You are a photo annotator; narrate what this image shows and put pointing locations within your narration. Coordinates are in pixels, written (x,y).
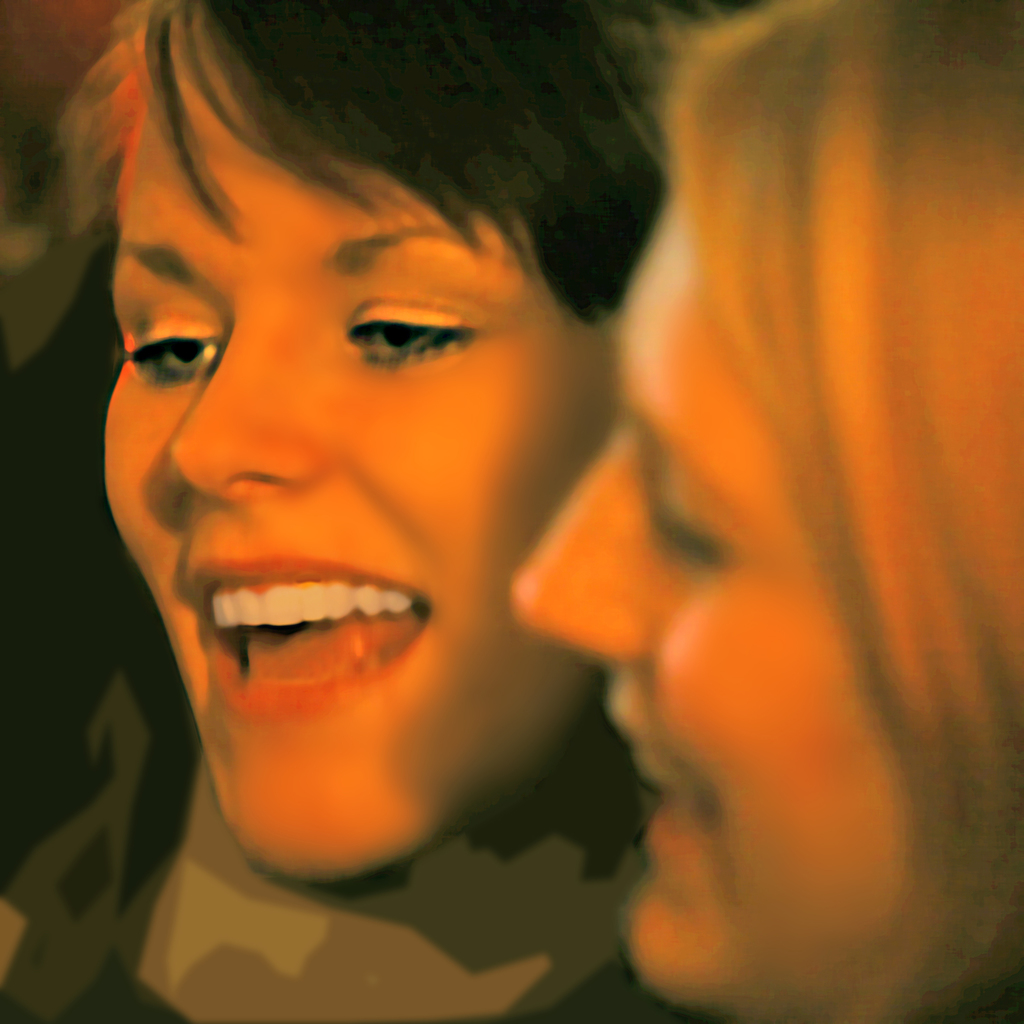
In this image we can see two ladies (538,542) are smiling.
